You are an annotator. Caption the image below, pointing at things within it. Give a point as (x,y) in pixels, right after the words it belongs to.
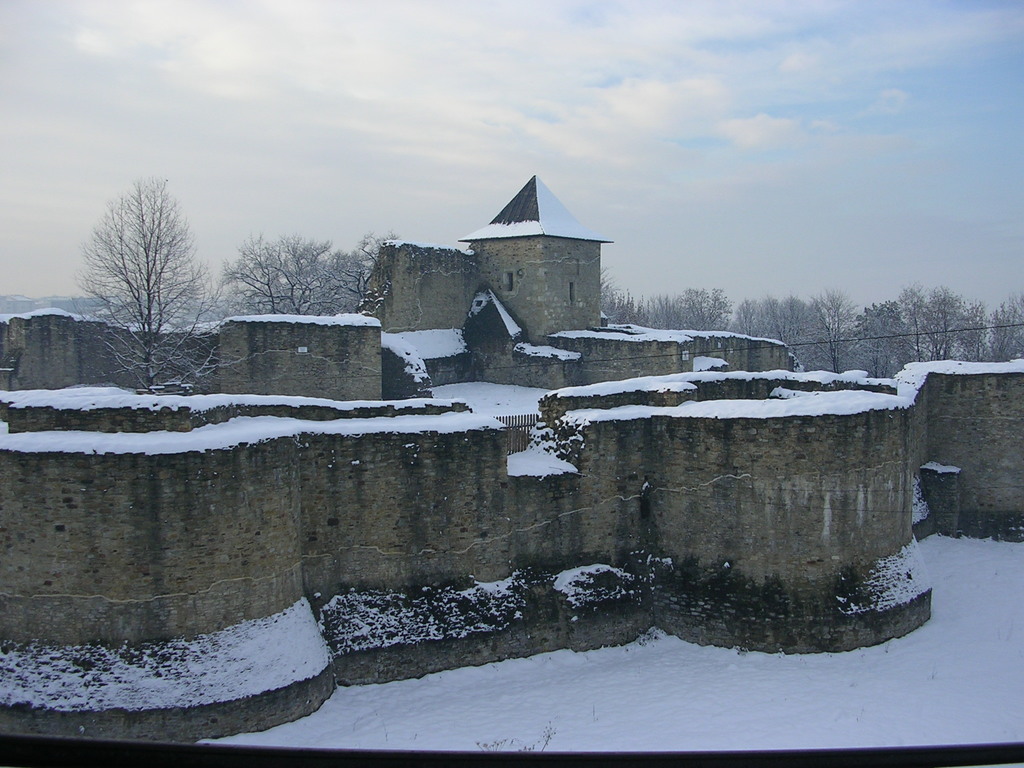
In the picture it seems like there is an architecture (168,448) it is covered with snow (586,393) and behind the architecture (290,335) there are trees (823,355).
